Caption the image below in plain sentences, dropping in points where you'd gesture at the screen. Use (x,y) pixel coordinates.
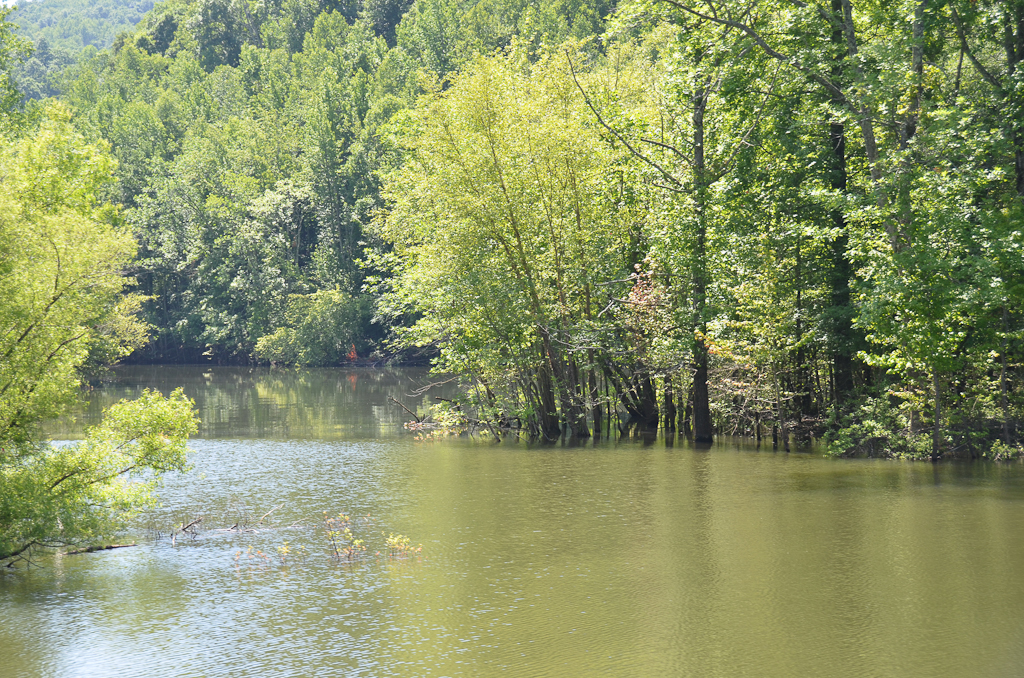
This image consists of water (405,558). In the background (271,60), there are trees (197,139).
